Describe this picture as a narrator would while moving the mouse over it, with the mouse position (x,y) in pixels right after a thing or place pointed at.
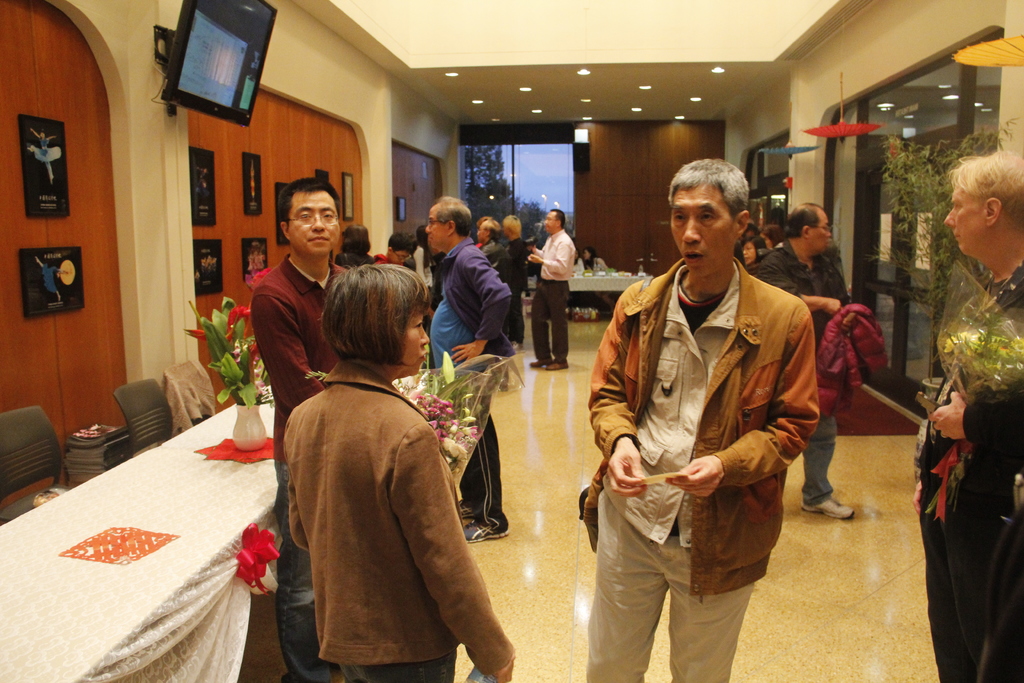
In the image there are many people (694,313) standing. There are few people (395,341) holding bouquets (450,404) in their hands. On the left side of the image (226,494) there is a table (28,566) with cloth (9,558) and flower vase (239,437) with flowers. Behind the table (58,605) there are chairs (141,405). On the left side of the image (42,256) in the background (125,158) on the wall (282,160) there are frames (212,153) and also there is a screen (244,102). In the background (532,183) there are glass walls (523,194). On the right side of the image (953,139) there is a glass wall (864,249) with posters (882,250) on it.
